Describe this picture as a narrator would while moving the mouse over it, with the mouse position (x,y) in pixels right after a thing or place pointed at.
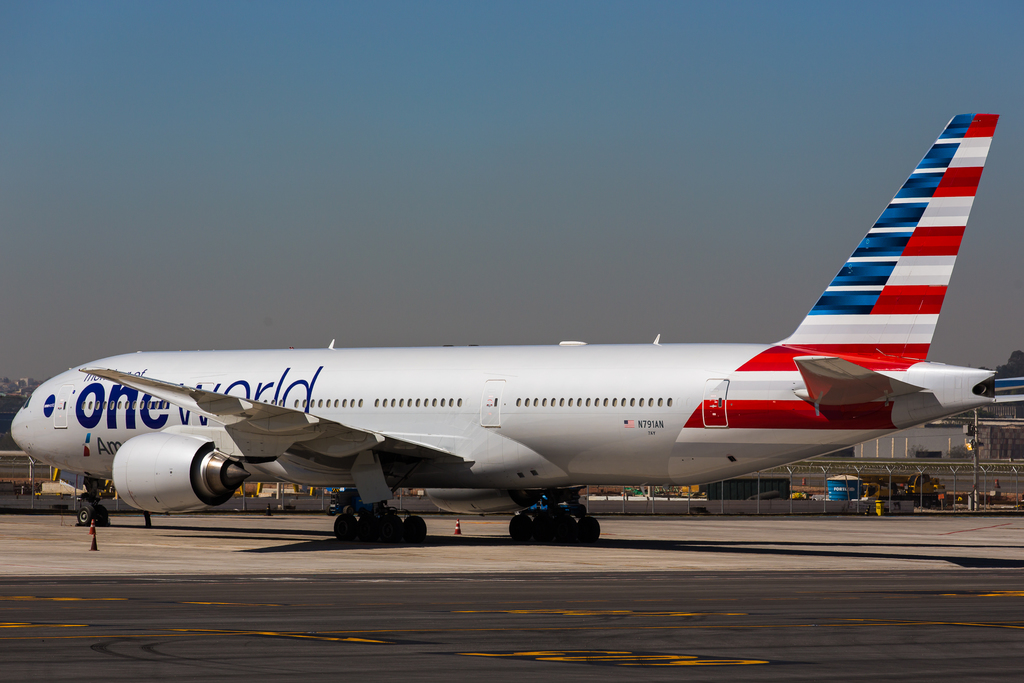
In this picture we can see an airplane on the ground (383,616), here we can see traffic cones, vehicles (899,487), electric poles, buildings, trees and some objects (886,503) and we can see sky (869,62) in the background (658,172).
